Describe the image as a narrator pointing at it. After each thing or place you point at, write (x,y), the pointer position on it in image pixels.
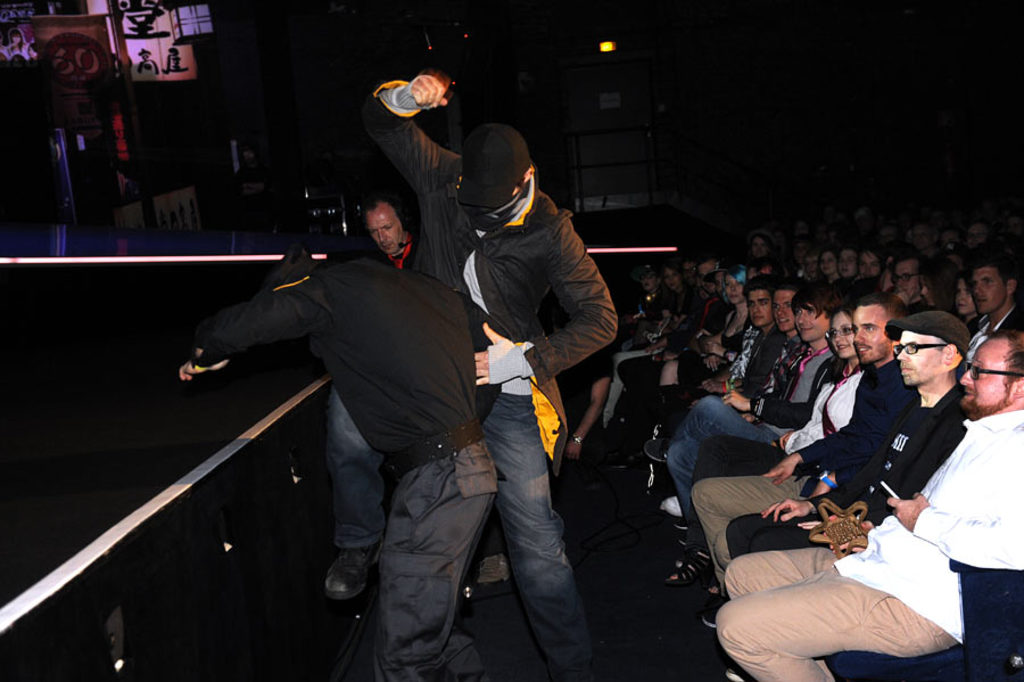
In the center of the image (432,357) we can see people (419,287) standing. On the right (841,432) there is crowd (864,423) sitting. In the background (731,104) there is a wall (264,92) and we can see boards (84,76).
